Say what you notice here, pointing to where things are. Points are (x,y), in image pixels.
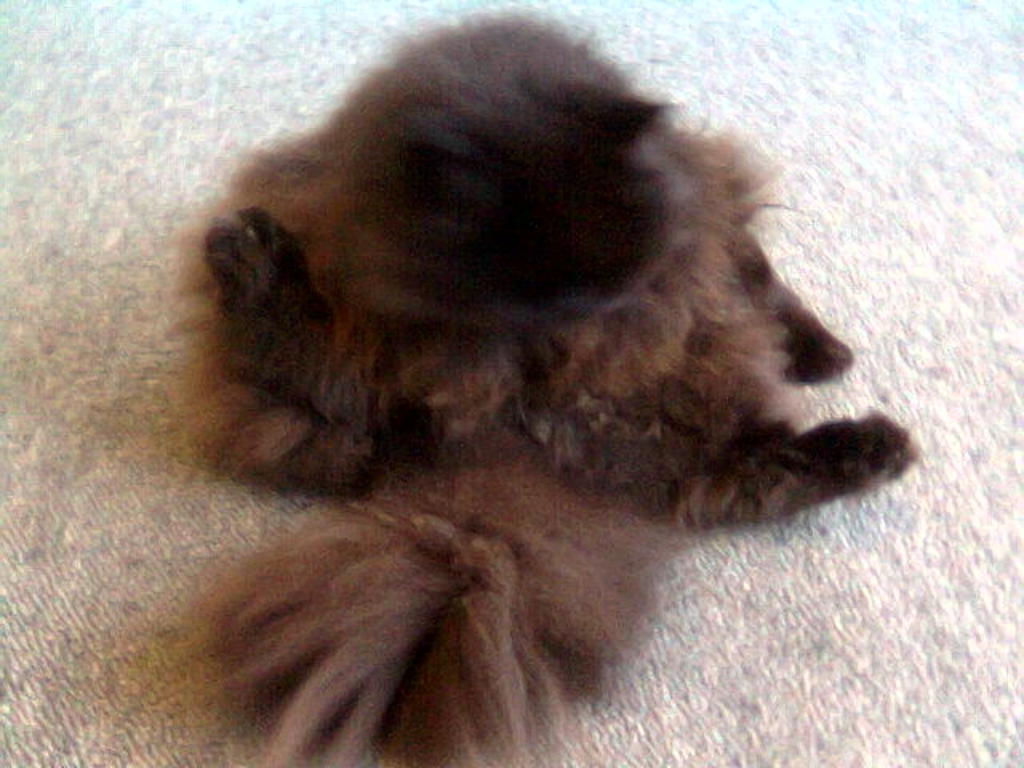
In this image, there is a white color floor (65,511), on that there is a brown color object (786,360).
